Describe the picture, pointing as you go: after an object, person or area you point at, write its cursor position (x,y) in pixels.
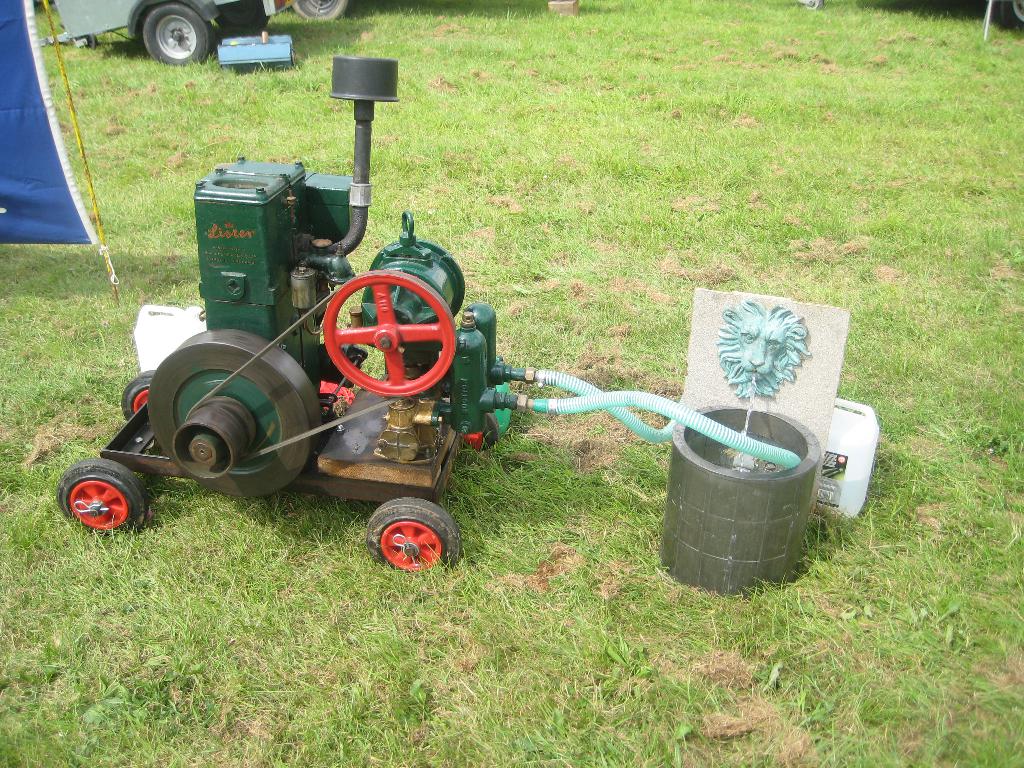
In the picture I can see a machine (330,365) which has pipes (622,413) attached to it. In the background (292,81) I can see a vehicle (184,32), the grass (441,172) and some other objects (759,339) on the ground (176,546).
